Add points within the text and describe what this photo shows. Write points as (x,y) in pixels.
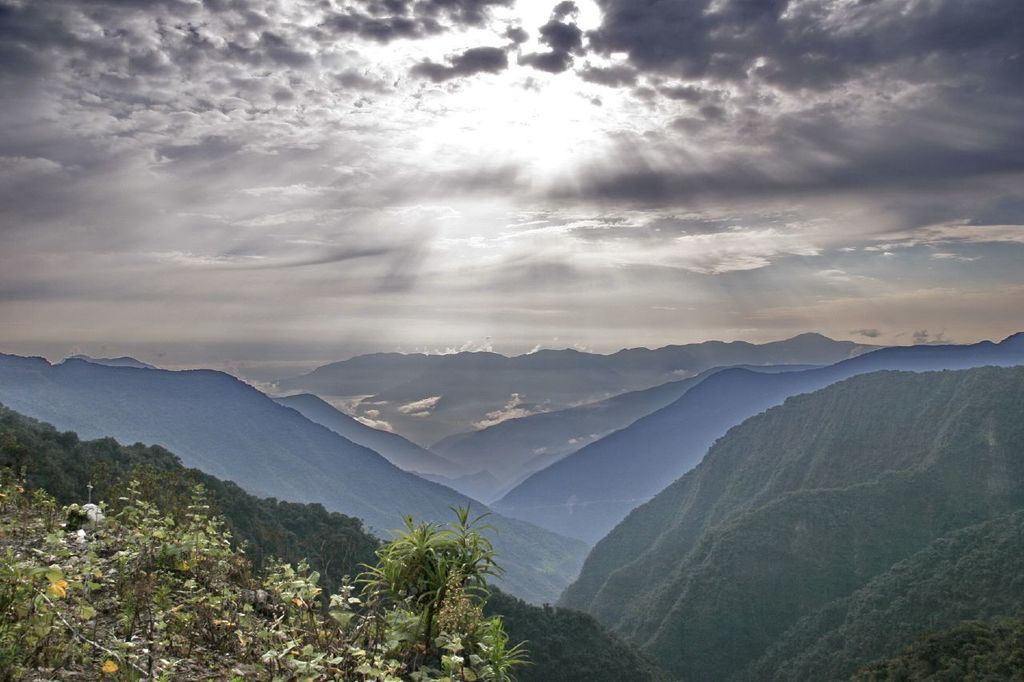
In this image, there is an outside view. In the foreground (831,438), there are some hills (206,458). In the background (274,162), there is a sky (274,179).
